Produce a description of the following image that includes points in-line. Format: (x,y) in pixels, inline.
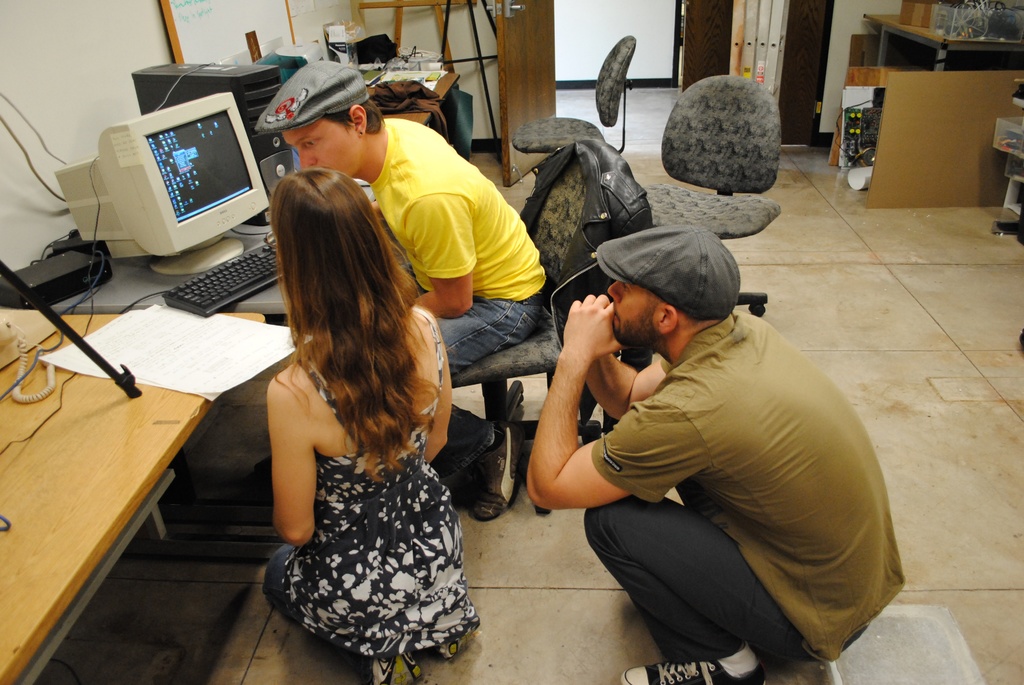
In the image we can see there are people (368,262) who are sitting on chair (537,376) and on the floor (150,584).
